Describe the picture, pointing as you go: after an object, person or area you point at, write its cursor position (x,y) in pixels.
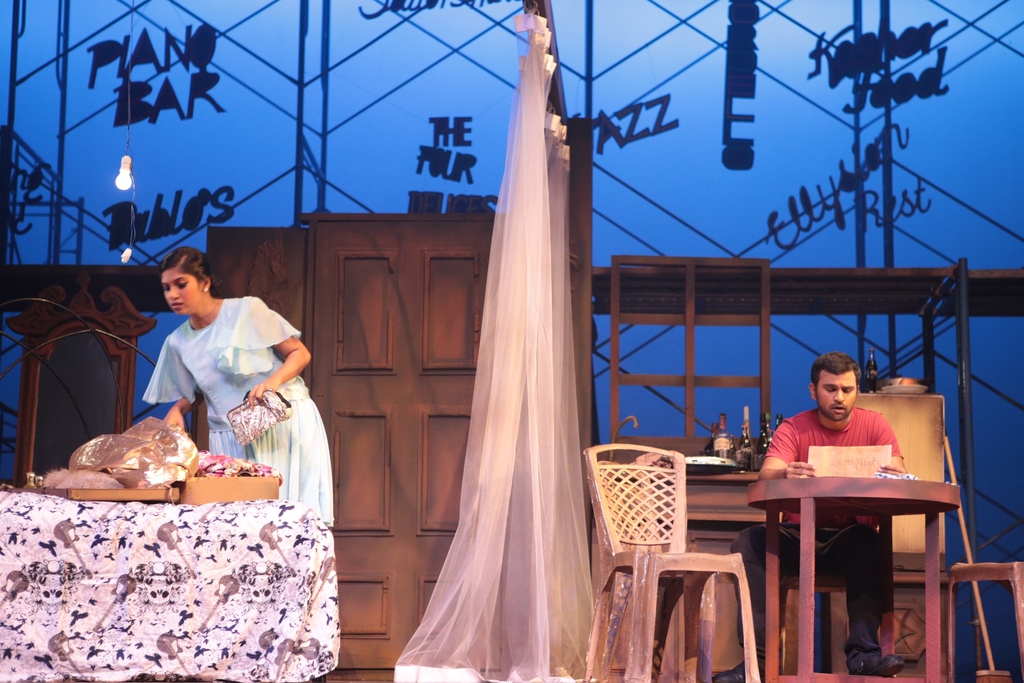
in the picture we can see a woman (162,385) and a man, woman (327,477) is doing some work and a man (828,574) is sitting on the chair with the table (890,547) in front of him, we can also see on the other table (736,471) some bottles (749,464), it seems to be drama.
